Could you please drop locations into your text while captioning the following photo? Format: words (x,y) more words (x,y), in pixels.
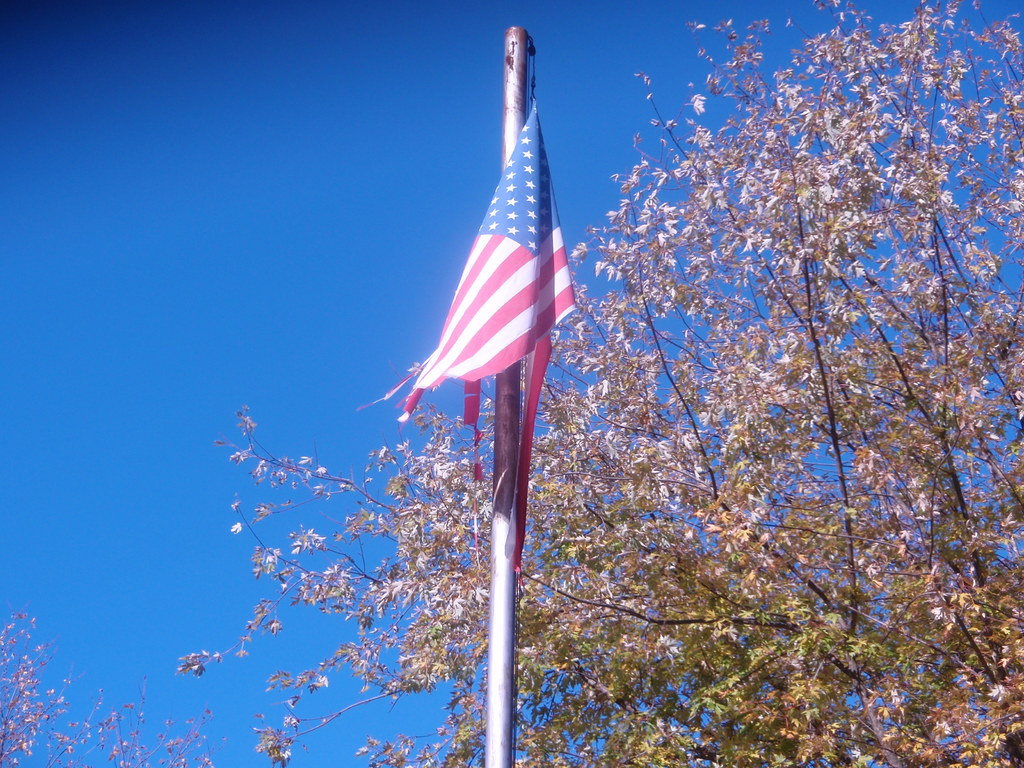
In the image we can see a flag (500,324) of a country, this is a pole (516,371), tree (904,550) and a sky (172,283).
